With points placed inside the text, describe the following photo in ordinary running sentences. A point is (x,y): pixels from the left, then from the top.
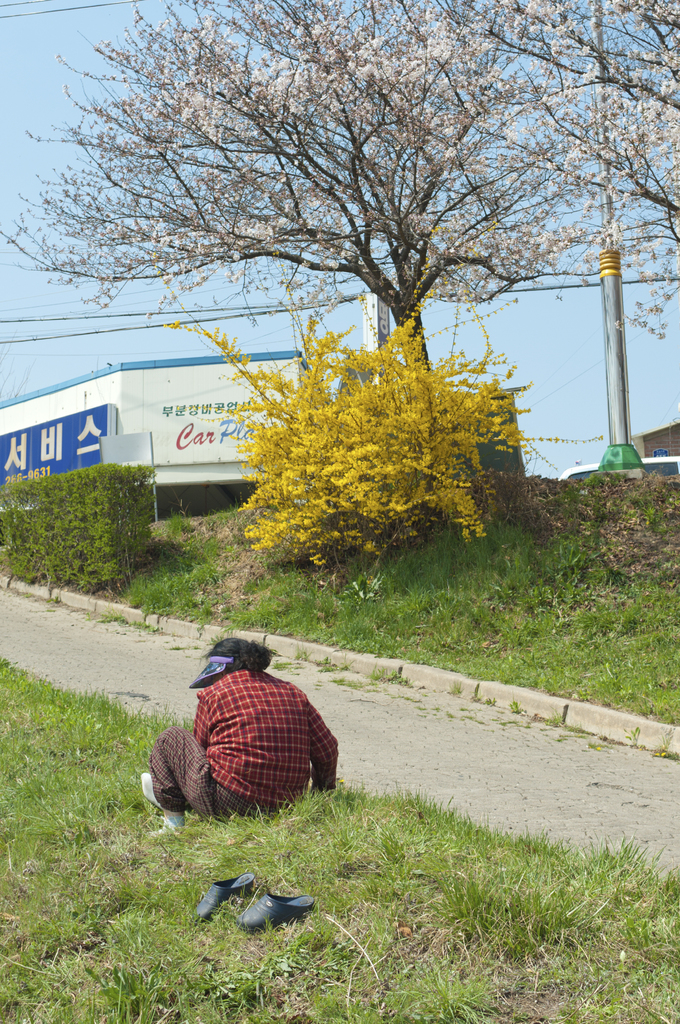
In this image, we can see a person (221,802) is sitting on the grass (226,825). Here we can see footwear (247,885), walkway (350,749), plants (361,503), trees (468,42). Background (10,468) we can see store (169,434), hoardings (90,430), board (142,447), poles (153,451), wires (545,399), glass object (586,475) and sky (41,368).
